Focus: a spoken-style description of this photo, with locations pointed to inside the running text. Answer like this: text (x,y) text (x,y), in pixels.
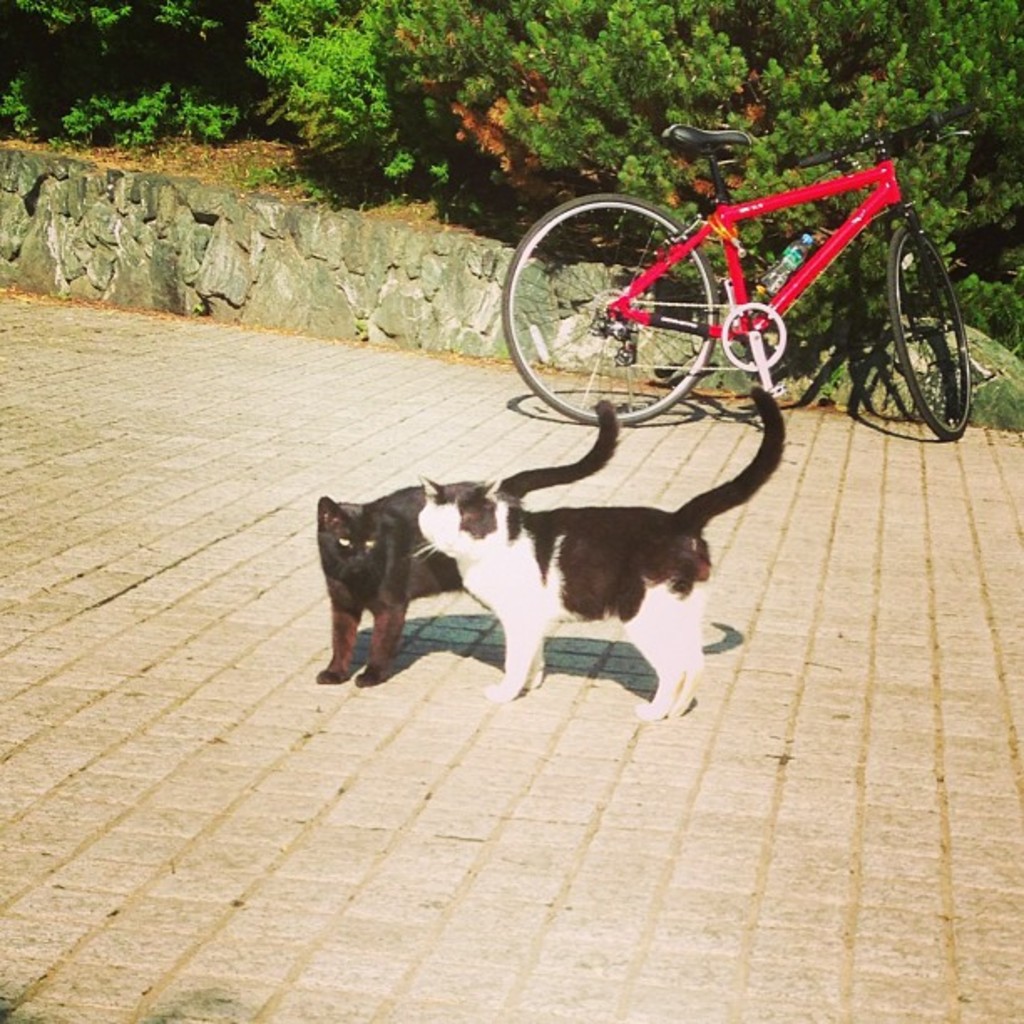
In the center of the picture (507,594) there are two cats (495,539). In the background (557,85) there are trees (822,301), soil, wall (523,279) and a bicycle (738,298).
